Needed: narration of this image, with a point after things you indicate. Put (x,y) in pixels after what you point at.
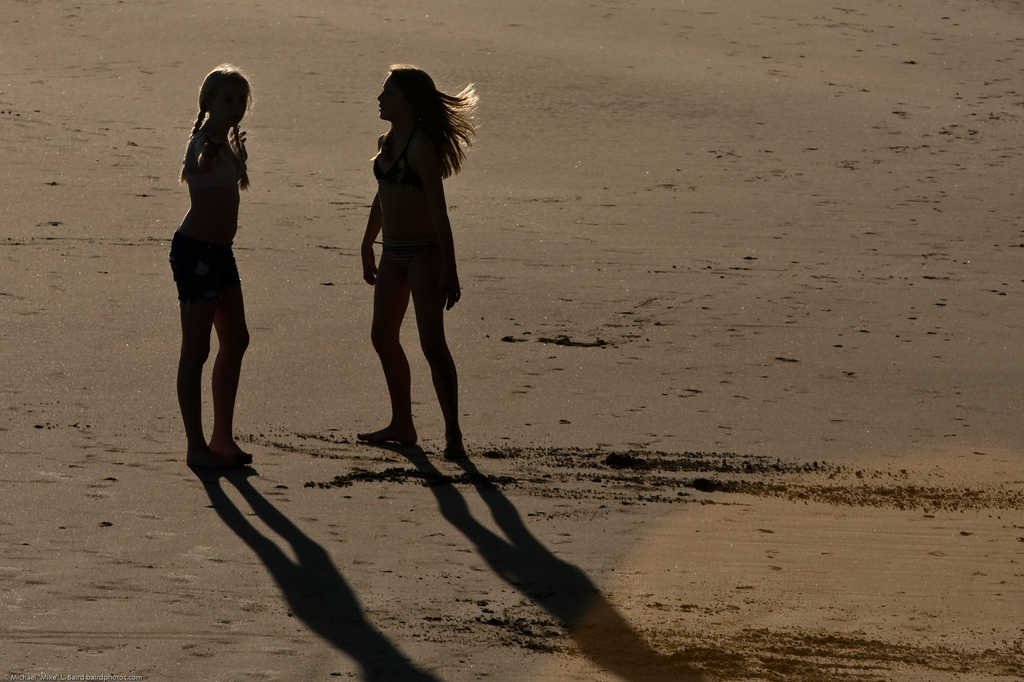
In this image I can see two persons (202,324) standing. In the background (621,328) I can see the sand (634,493).
